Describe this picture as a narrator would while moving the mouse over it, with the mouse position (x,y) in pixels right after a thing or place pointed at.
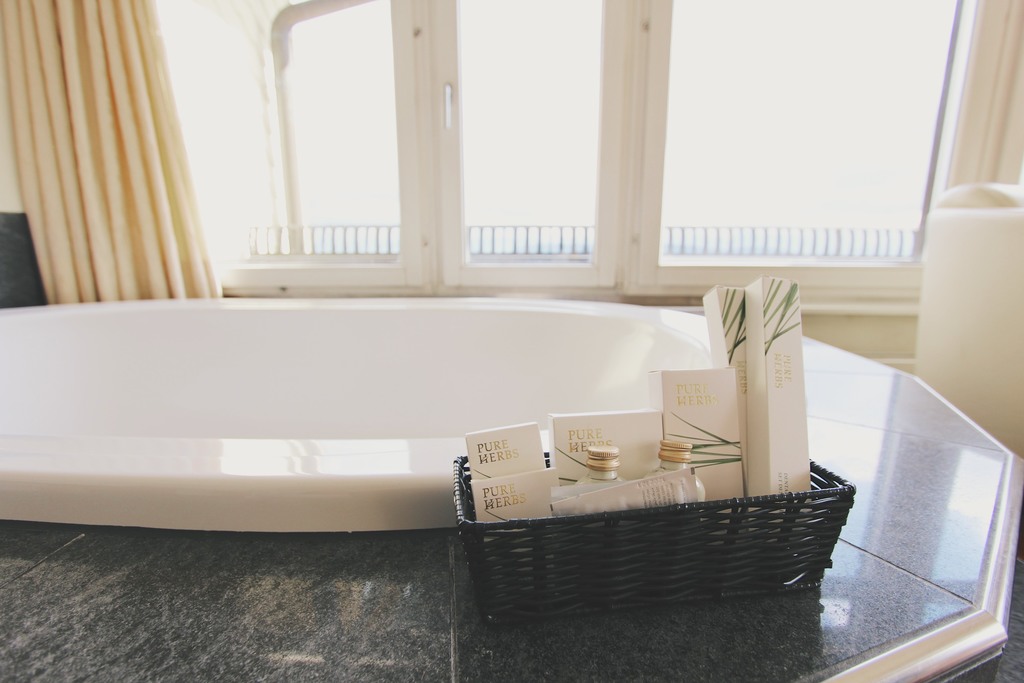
In this picture we can see a bathtub (304,374), beside the bathtub (631,401) we can find few bottles (672,448) and other things (662,424) in the basket (599,557), in the background (377,252) we can find few curtains (174,174) and metal rods (668,238).
